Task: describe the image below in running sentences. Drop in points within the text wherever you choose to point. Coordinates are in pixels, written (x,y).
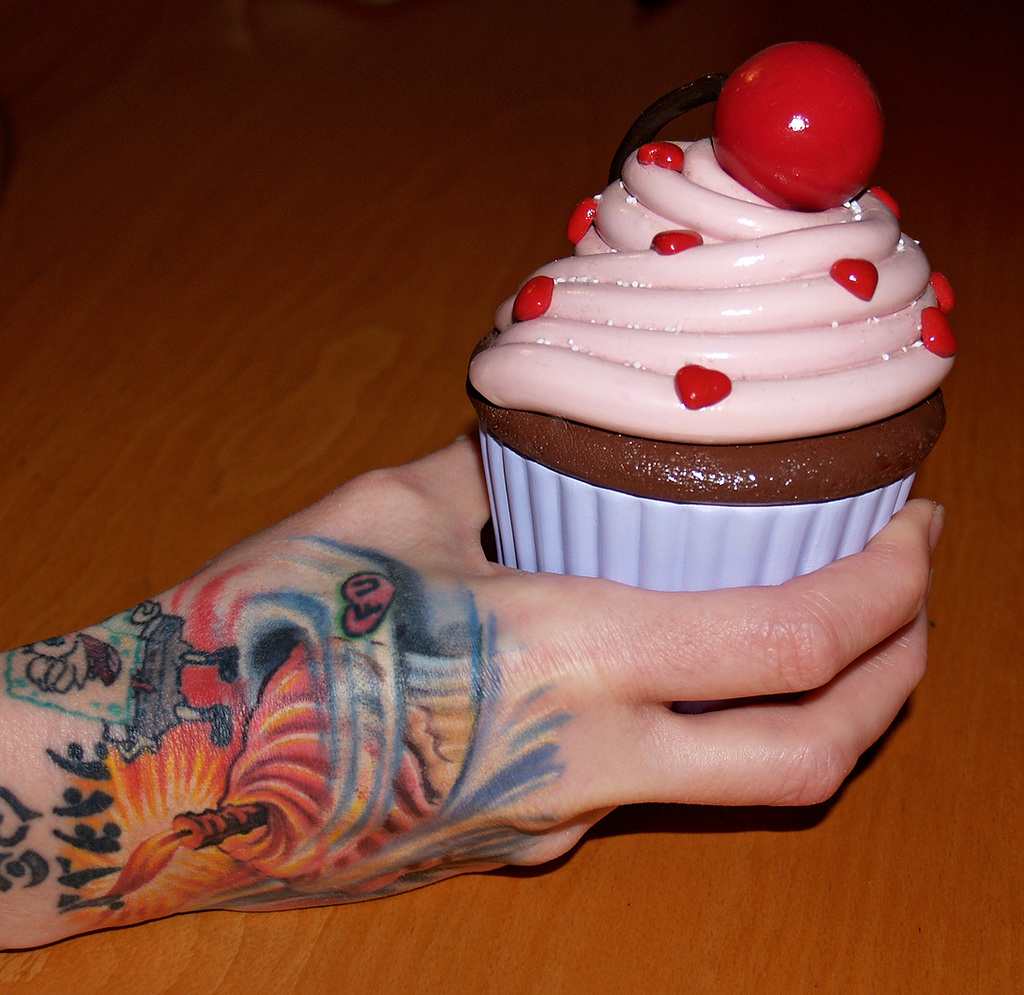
In this image I can see hand (436,493) of a person (424,605) is holding a cupcake (512,340). I can also see tattoos (459,637) on the hand (354,717) and in the background (216,417) I can see brown colour surface (413,382).
